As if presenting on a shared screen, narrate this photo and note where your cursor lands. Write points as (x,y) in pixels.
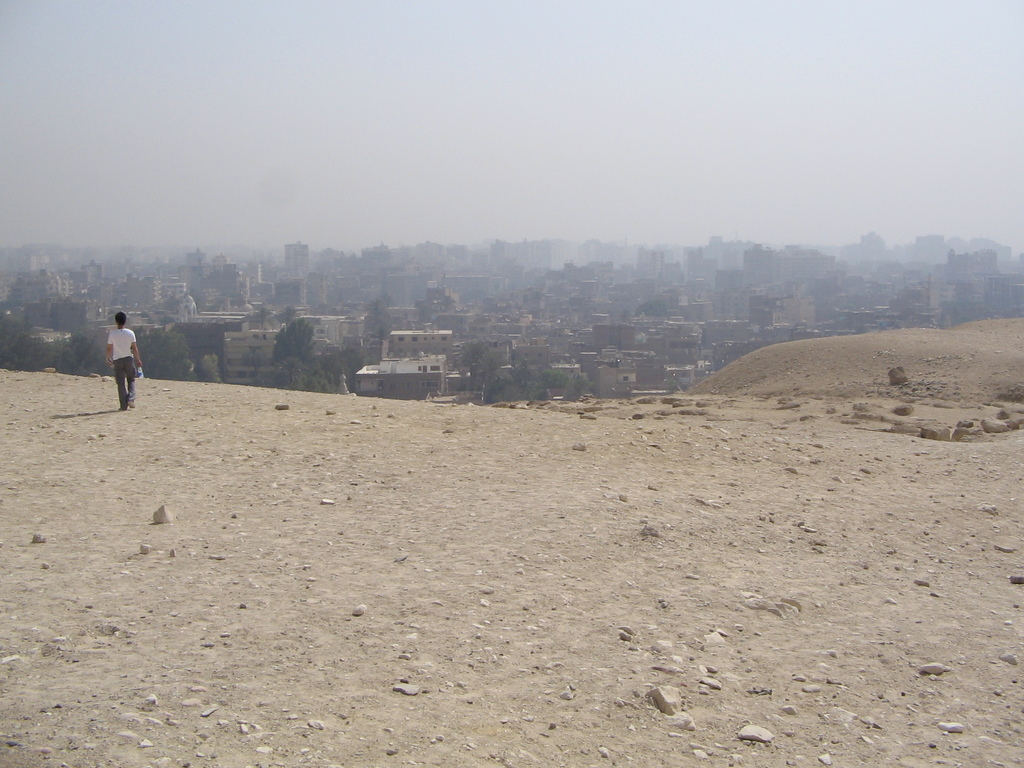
In the background of the image (358,242) there are buildings (440,274), sky (378,244). At the bottom of the image (596,597) there is ground (450,483). There is a person (112,349) walking.
